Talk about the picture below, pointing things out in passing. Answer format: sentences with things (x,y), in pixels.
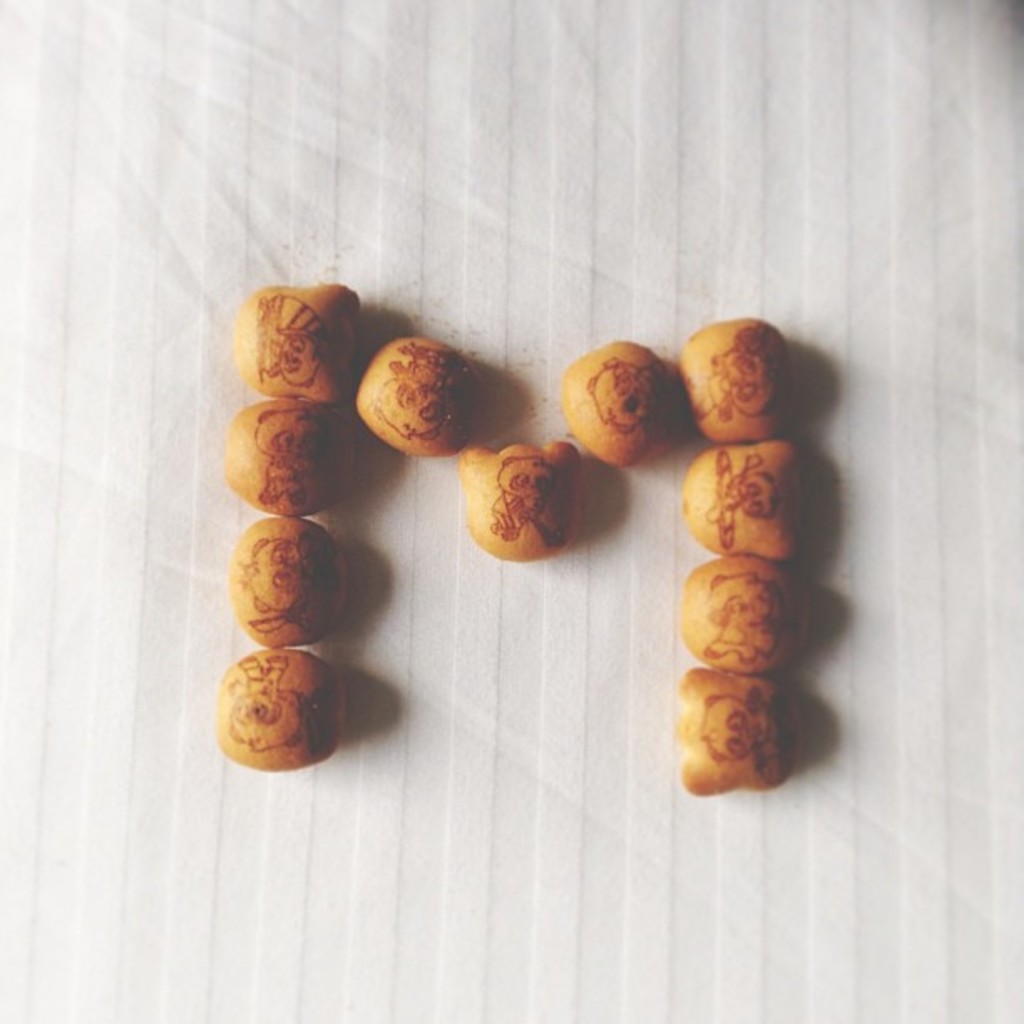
In this picture we can see many biscuits (505,528). On the biscuit (227,750) we can see the design (409,419) of bear (744,714). This biscuit (231,690) is kept on the bed (595,847).
